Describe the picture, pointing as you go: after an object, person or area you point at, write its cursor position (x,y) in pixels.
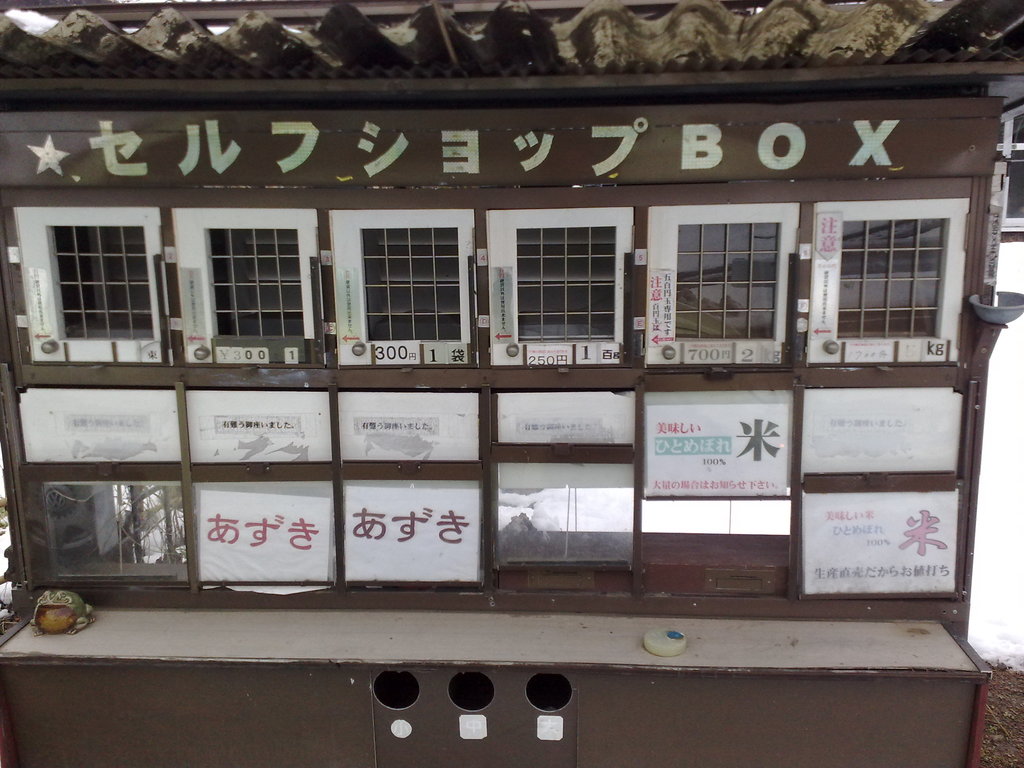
In this picture we can see small doors (282,246), posters (244,430) and glass (574,535). We can see objects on the platform (296,628) and sheet (319,65).
